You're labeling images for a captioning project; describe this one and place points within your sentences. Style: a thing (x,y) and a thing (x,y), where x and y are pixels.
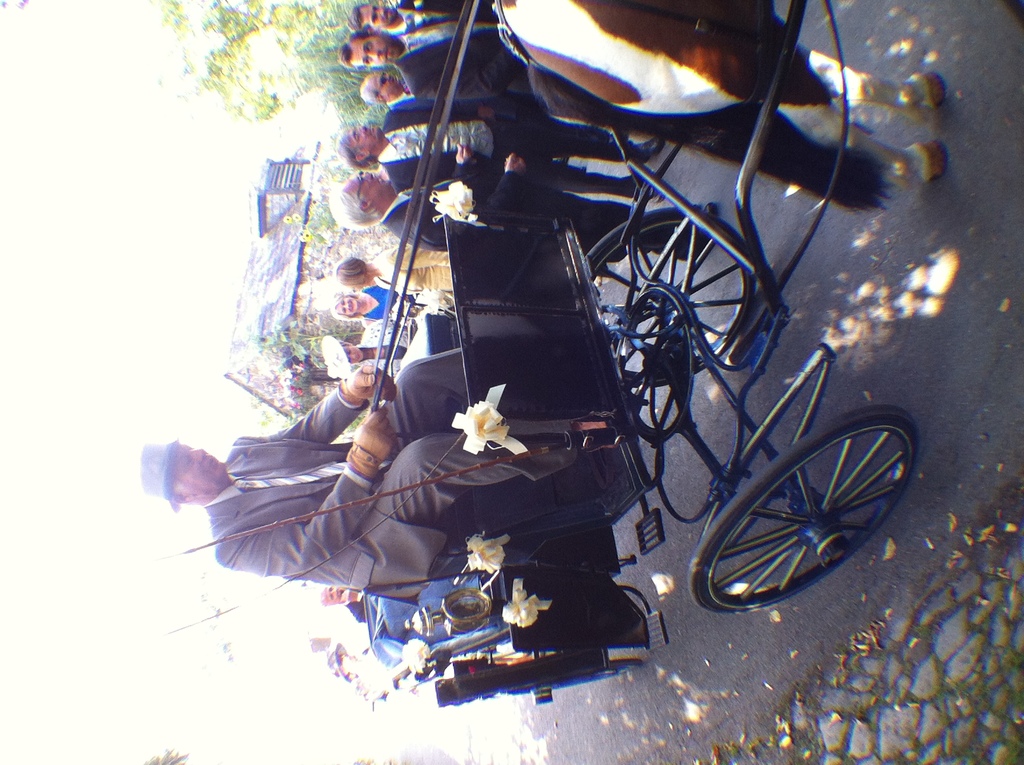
In this image we can see a few people (499,115), one of them is riding the horse cart (550,249), there are some flowers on it, there are trees (308,363), house (297,180), and a horse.
